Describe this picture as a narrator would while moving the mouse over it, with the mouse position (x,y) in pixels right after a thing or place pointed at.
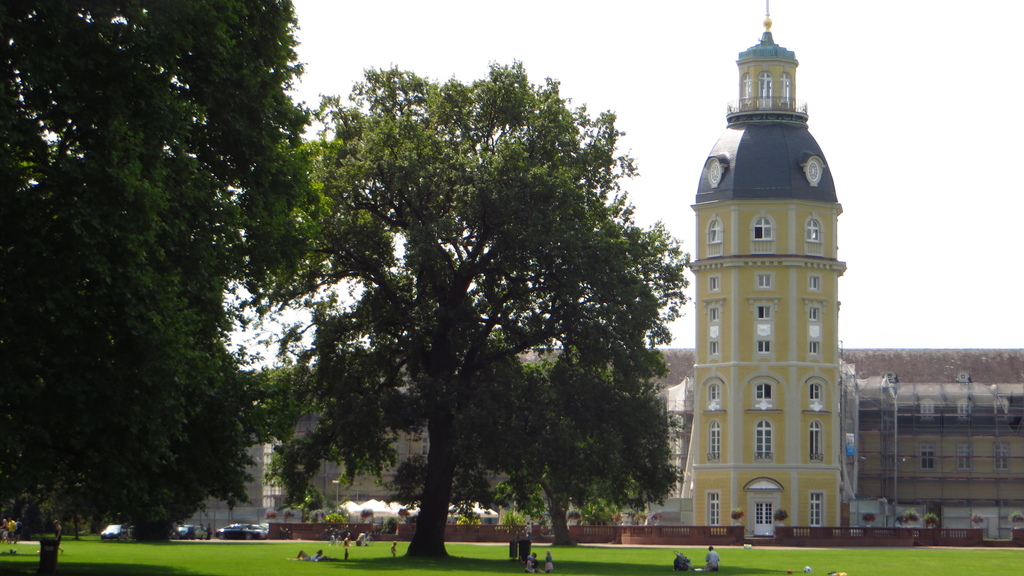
In this image in the left (86,235) there are trees (428,268). There are few people (310,558) on the ground (638,559). In the background (790,416) there are buildings (779,409). On the road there are vehicles (256,525). There are plants (508,522) and trees (440,525) in the background (335,515).
